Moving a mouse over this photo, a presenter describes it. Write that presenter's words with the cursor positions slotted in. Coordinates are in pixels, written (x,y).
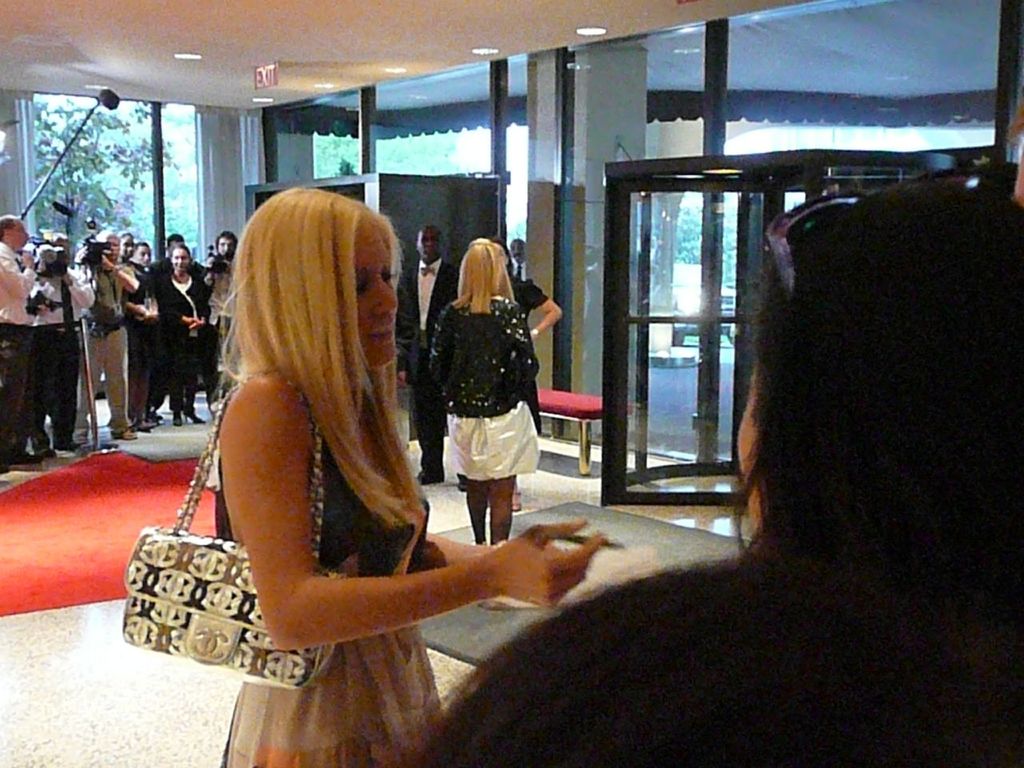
A woman (353,365) with blond hair (338,348) carrying a handbag (201,590) and a pen (573,536) in her right hand (555,548), in front of her there is woman (831,486) with black hair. There are group of cameraman (115,290) holding camera (93,262) and mic (103,101) behind. There is a door (674,279) for entering this room (667,410) and the ceiling (357,51) has few lights (594,33) on it, Outside the glass wall (129,183) there are trees (147,159) and cars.
